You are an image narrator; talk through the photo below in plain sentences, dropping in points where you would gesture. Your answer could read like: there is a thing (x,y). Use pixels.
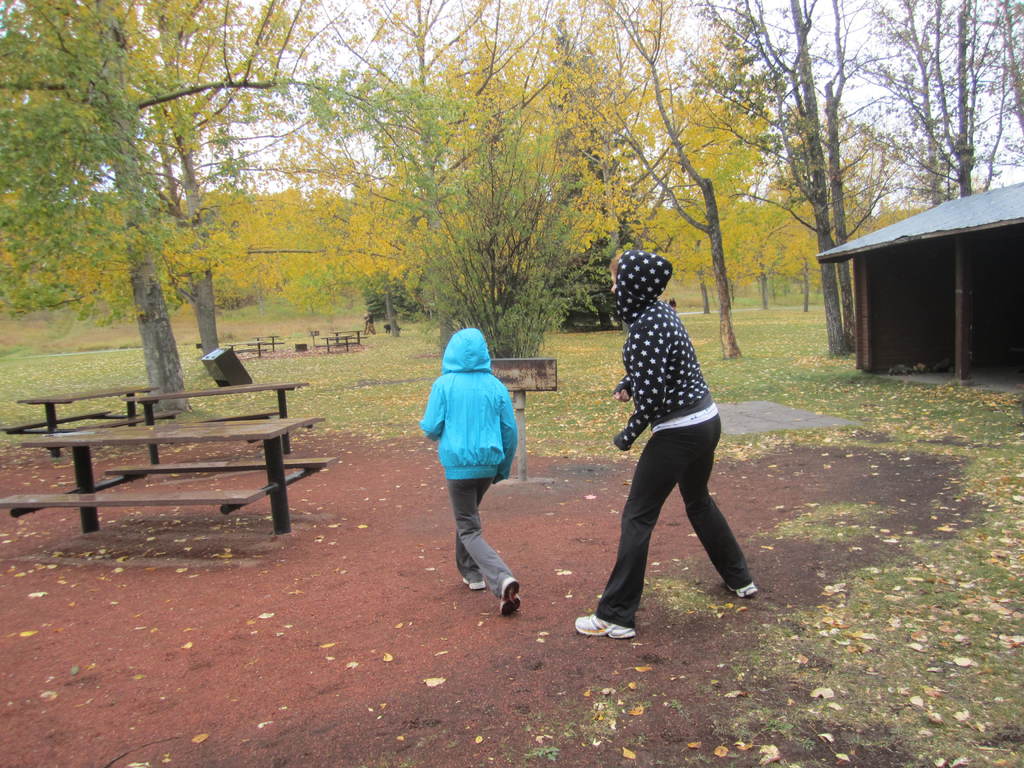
In this image I see two persons (453,440) who are on the path (594,542) and there are benches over here, I also can see the grass (21,377), a shed (868,296) and the trees (604,266).
